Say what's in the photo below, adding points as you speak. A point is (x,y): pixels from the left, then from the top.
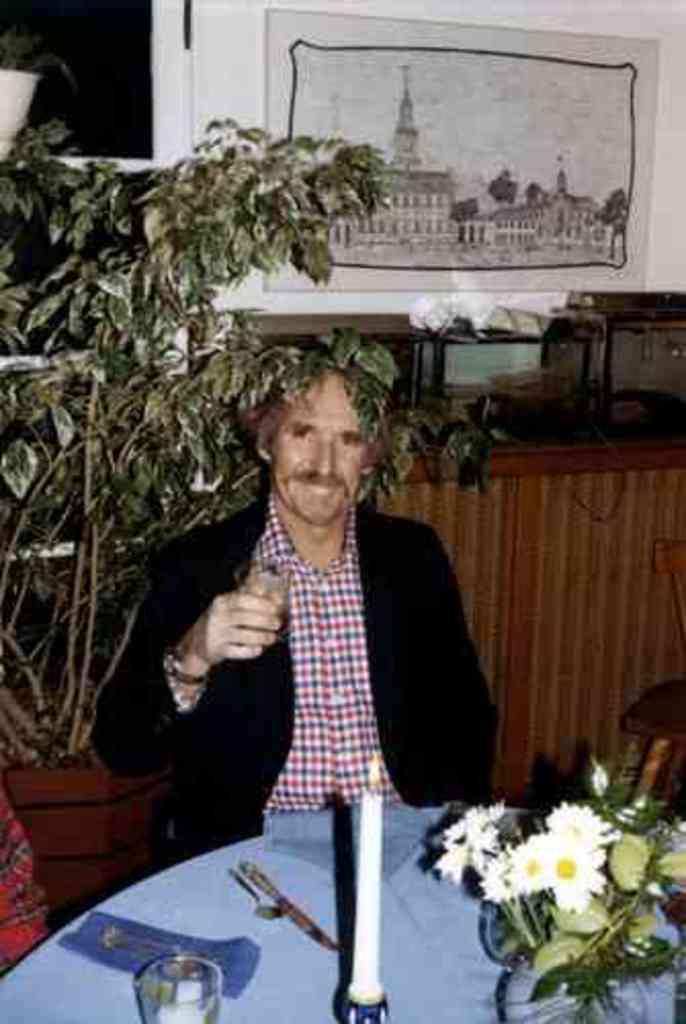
This picture shows a man (190,655) seated on the chair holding a glass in his hand (231,616) and we see a candle (364,958) and a flower pot (528,977) and we see spoon (264,918) and knife (274,895) and another glass (140,974) on the table (296,876) and we see a chair (657,718) on the side and we see a plant (5,419) and frame (582,109) on the wall (666,151) and we see cupboard (550,536) on the side.
